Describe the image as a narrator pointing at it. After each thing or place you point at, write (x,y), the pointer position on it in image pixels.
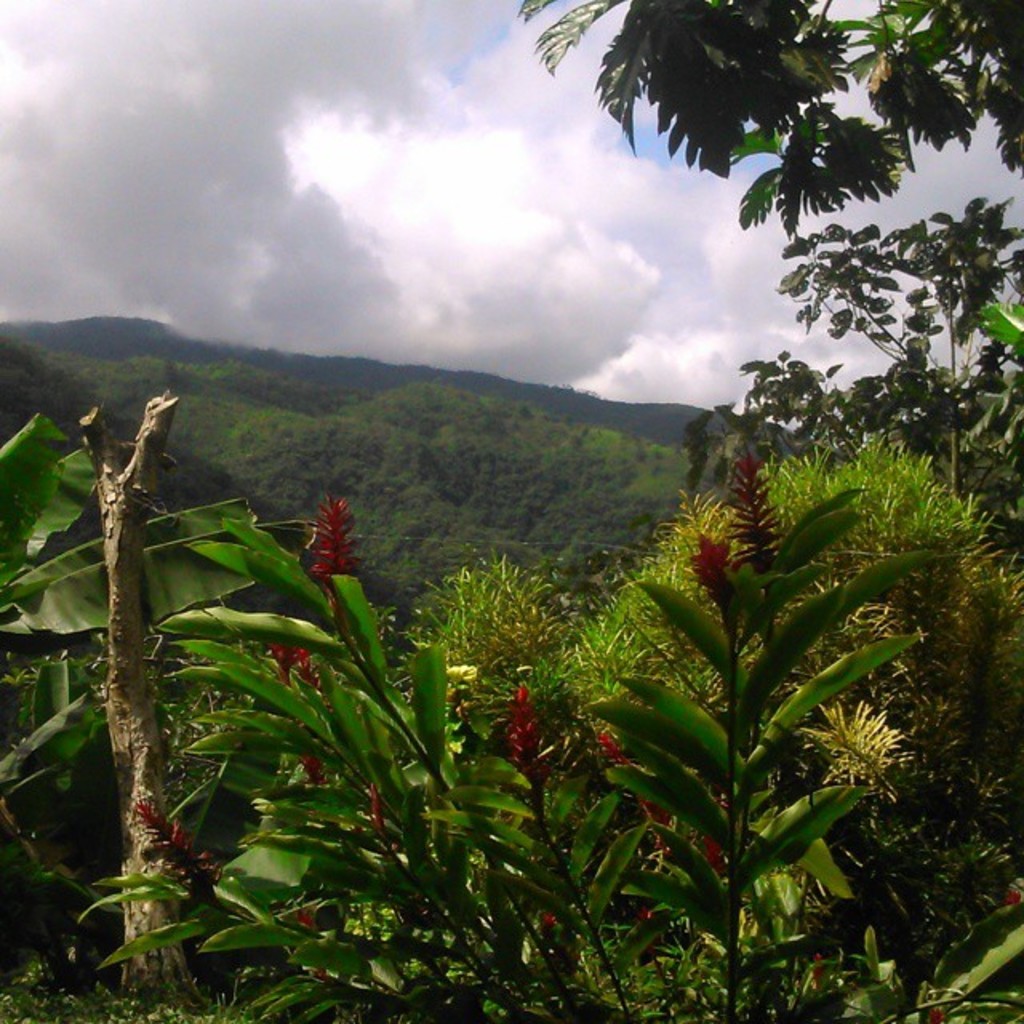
In this picture i can see many trees (376,506), plants (332,913) and grass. At the bottom (581,909) i can see the leaves (393,905). In the background (467,513) i can see the mountains (577,440). At the top (457,163) i can see the sky (408,145) and clouds (376,159).
